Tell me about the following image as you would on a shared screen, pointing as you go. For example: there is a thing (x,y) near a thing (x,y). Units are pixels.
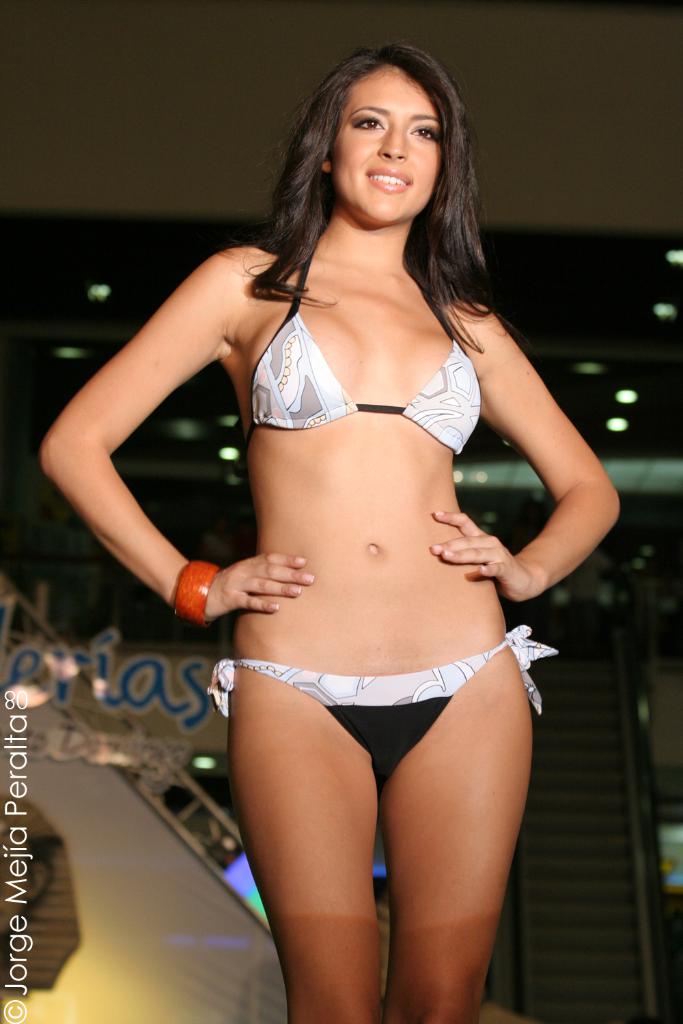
In the picture I can see a woman (268,739) standing here and smiling. The background of the image is slightly blurred, where I can see ceiling lights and a board (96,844). Here I can see the watermark (18,781) on the left side (13,832) corner of the image.
